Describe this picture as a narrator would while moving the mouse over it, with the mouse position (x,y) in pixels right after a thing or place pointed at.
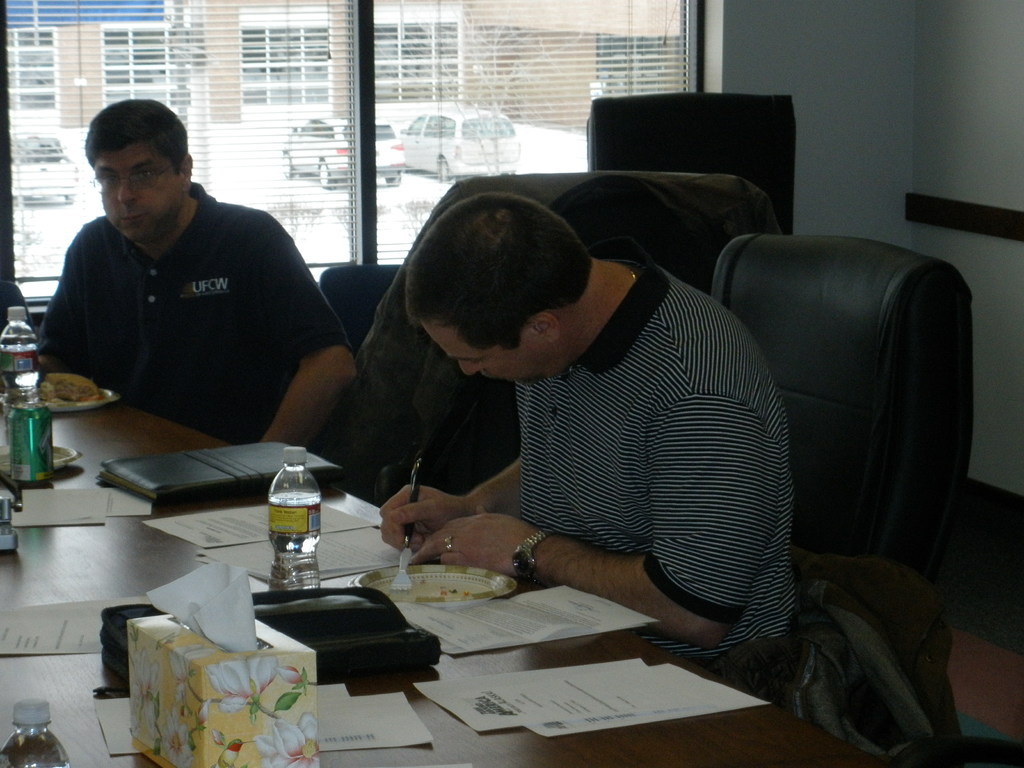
Through window (431,54) outside view is visible and we can see buildings (564,72) and cars (454,118). Here we can see persons (548,468) sitting on the chairs (328,402) near to a table (325,762) and on the table (111,448) we can see food (57,390) in a plate (415,573), fork (399,572), papers (568,692), water bottles (301,538), tissue box (303,677) and other objects (384,664). This is wall (934,153).
